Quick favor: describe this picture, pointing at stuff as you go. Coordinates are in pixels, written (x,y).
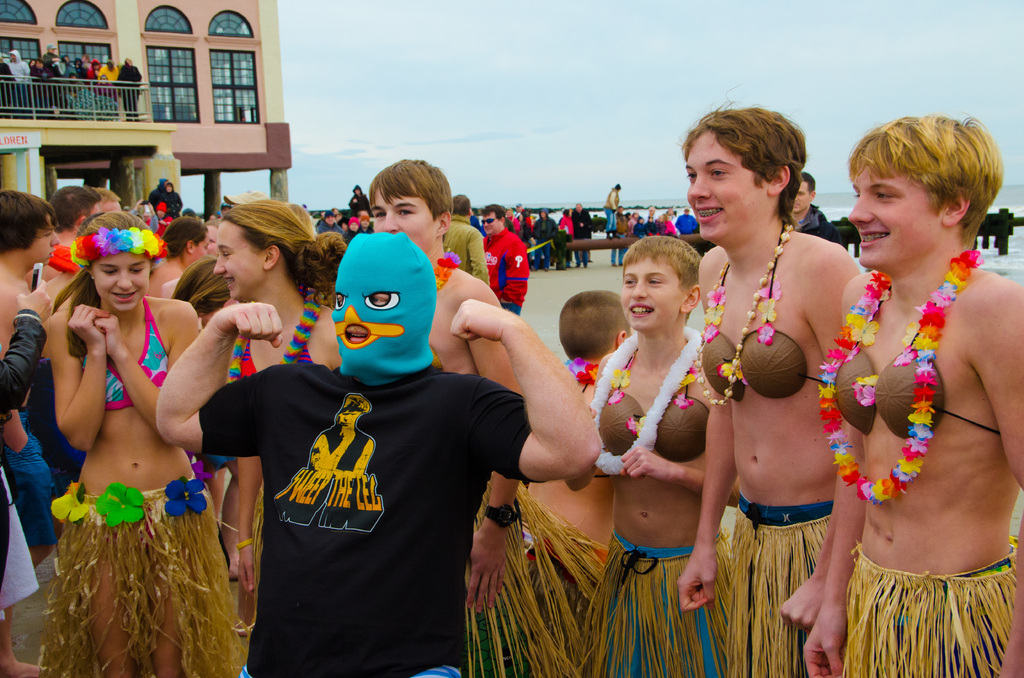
In this image there are group of people (499,344) standing, and in the background (22,0) there is a building (198,74), water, sky (482,69).
